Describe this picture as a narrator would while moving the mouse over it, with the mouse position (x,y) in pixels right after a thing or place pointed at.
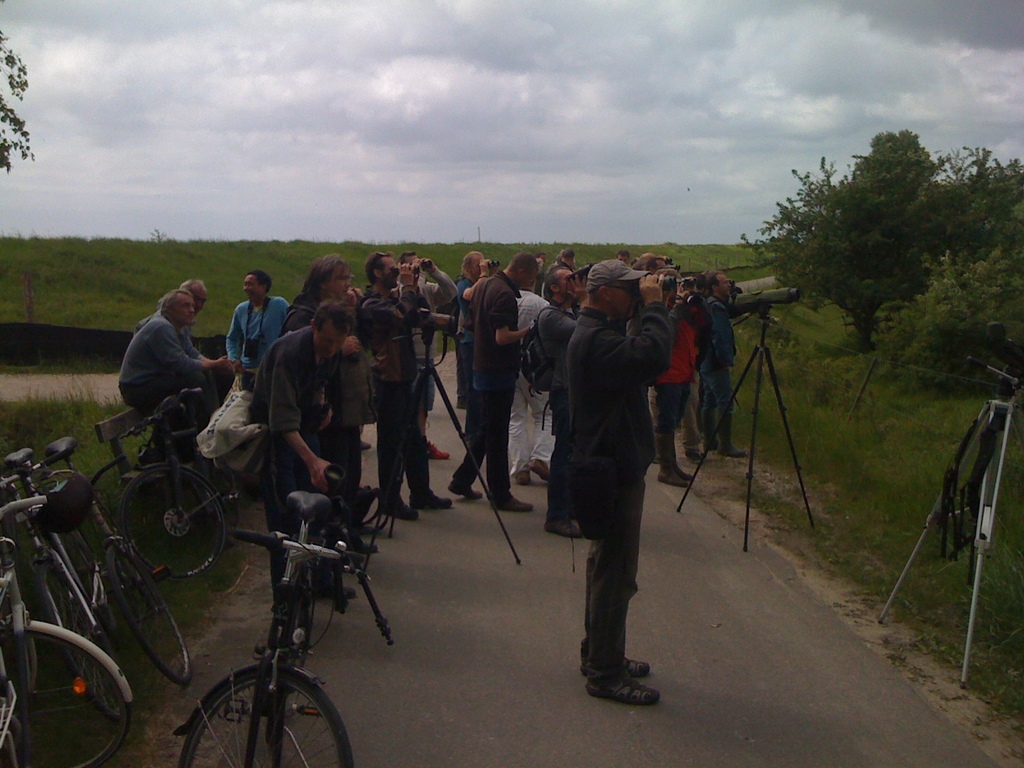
This picture is clicked outside. On the left (100,594) we can see the bicycles (152,511) parked on the ground (355,735). On the right (991,508) there is a metal stand (991,412) placed on the ground (963,623). In the center (571,340) we can see the group of people (384,396) standing on the ground (496,580) and holding binoculars (687,293) and there is a sky (370,89), green grass (206,250) and trees (934,207) in the background (463,143). On the left (197,350) we can see two persons (180,326) sitting on the bench (134,424).
